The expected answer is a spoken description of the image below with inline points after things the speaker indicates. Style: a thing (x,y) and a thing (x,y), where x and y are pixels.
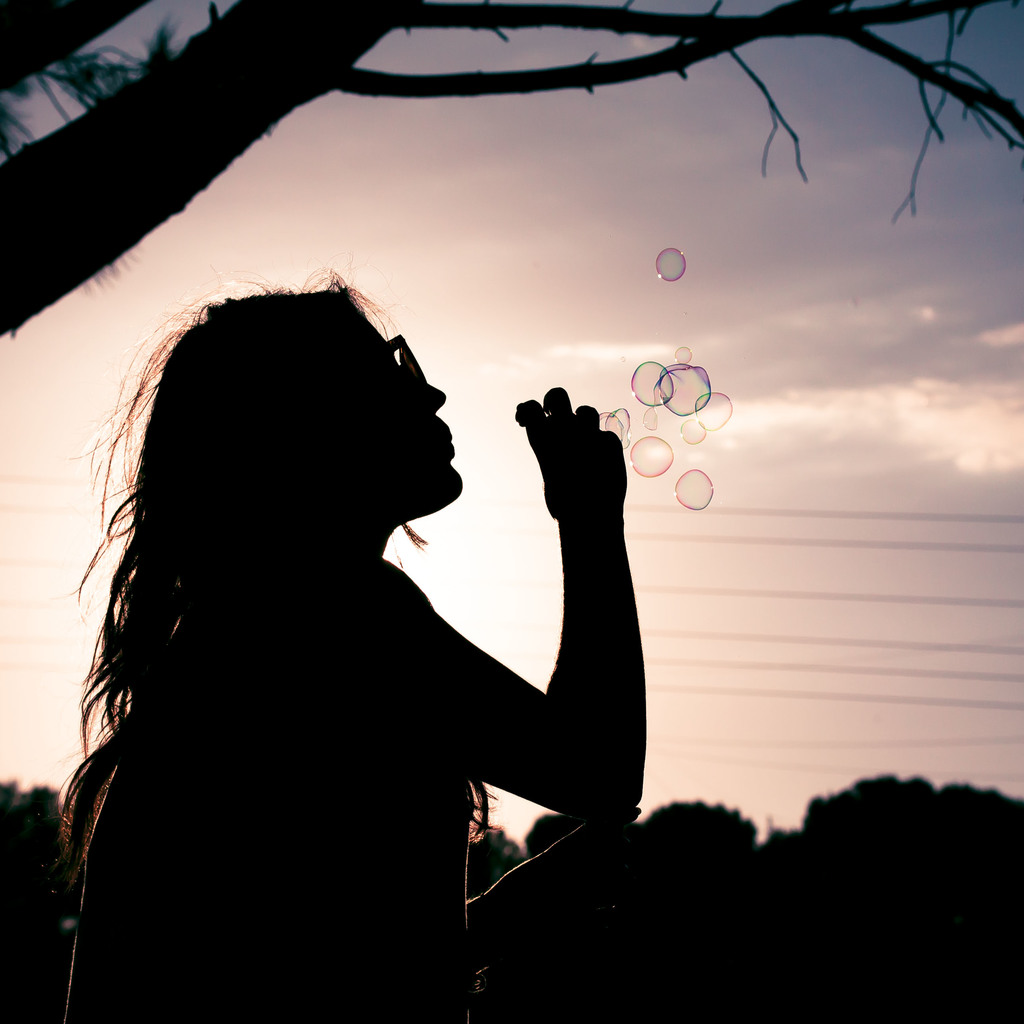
In the image there is a woman (283,627), she is blowing the bubbles (647,452) and the background of the woman (227,928) is blur.
